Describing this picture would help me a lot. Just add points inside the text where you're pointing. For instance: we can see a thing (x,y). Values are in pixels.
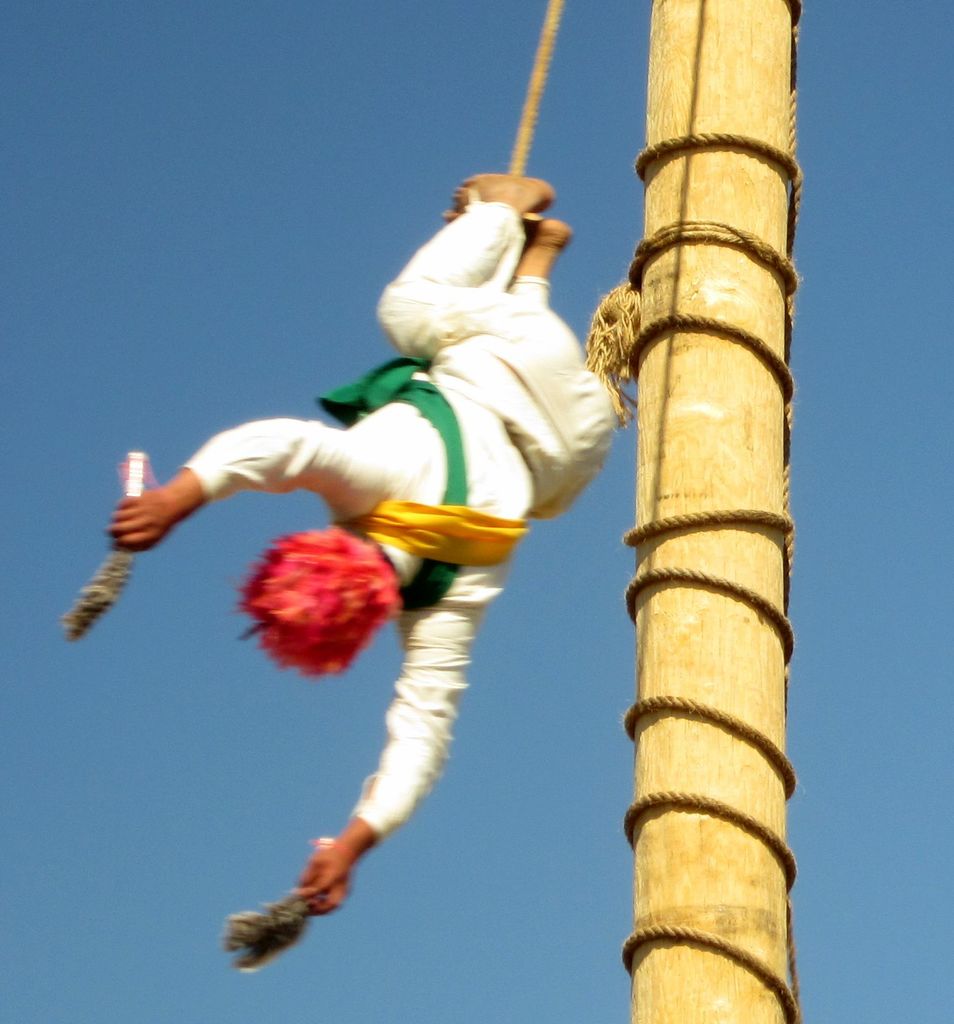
In the image there is a wooden pole (726,650) and a person (531,242) is falling down by tying a rope (521,140) to that pole (730,414), he is holding some objects (235,935) with his both hands (123,536).
